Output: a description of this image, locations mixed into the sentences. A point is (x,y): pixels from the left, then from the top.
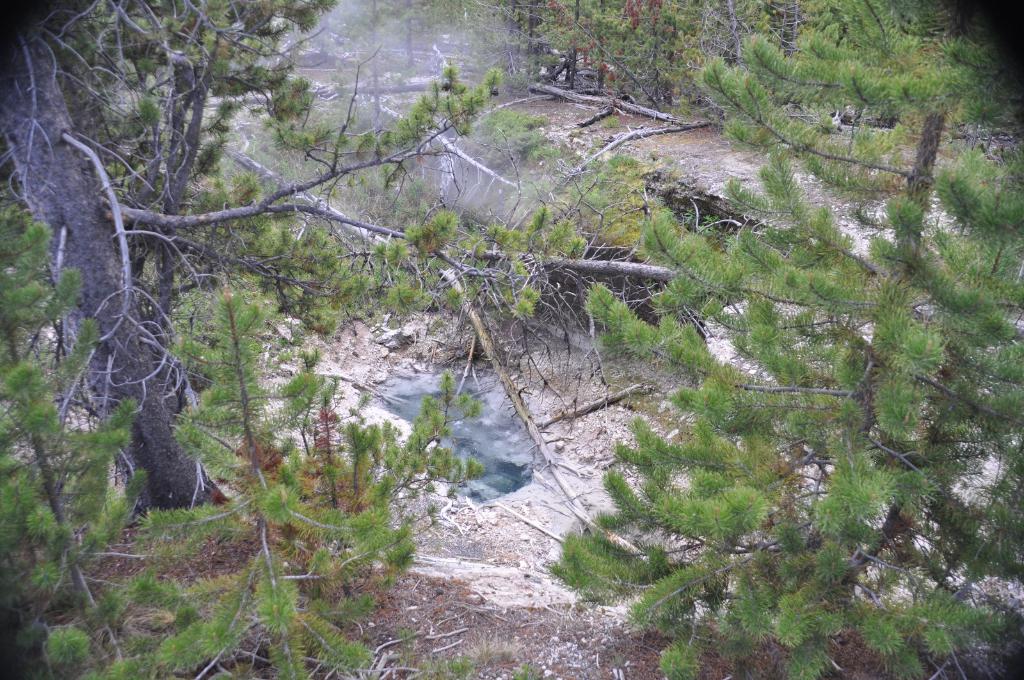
In this image we can see a group of trees (445,412) and some dried branches (490,345).
